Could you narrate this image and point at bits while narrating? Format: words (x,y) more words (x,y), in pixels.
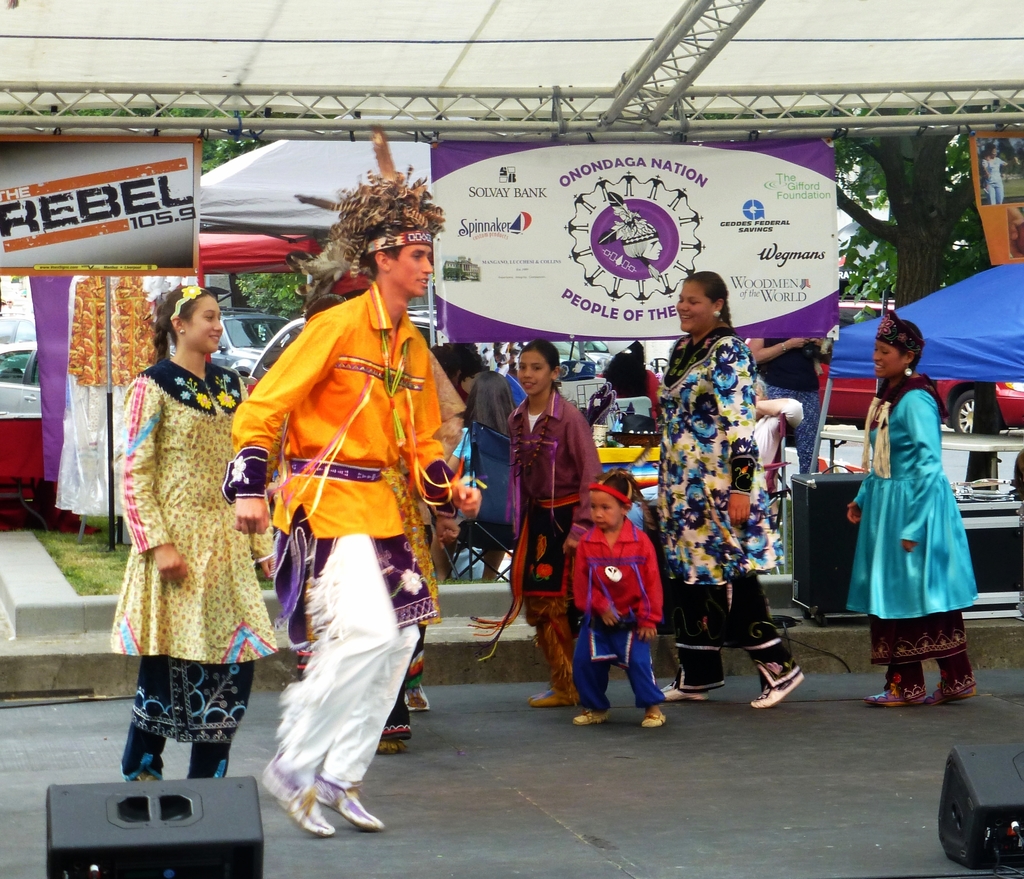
In the center of the image (360,551) there is a person (292,400) wearing yellow color dress (353,532). he is dancing. At the background of the image (572,428) there are many people (659,719). There is a advertisement board (626,314). At the bottom of the image (67,875) there is a speaker (130,876). At the left side (18,401) corner of the image there is a car (30,391).
